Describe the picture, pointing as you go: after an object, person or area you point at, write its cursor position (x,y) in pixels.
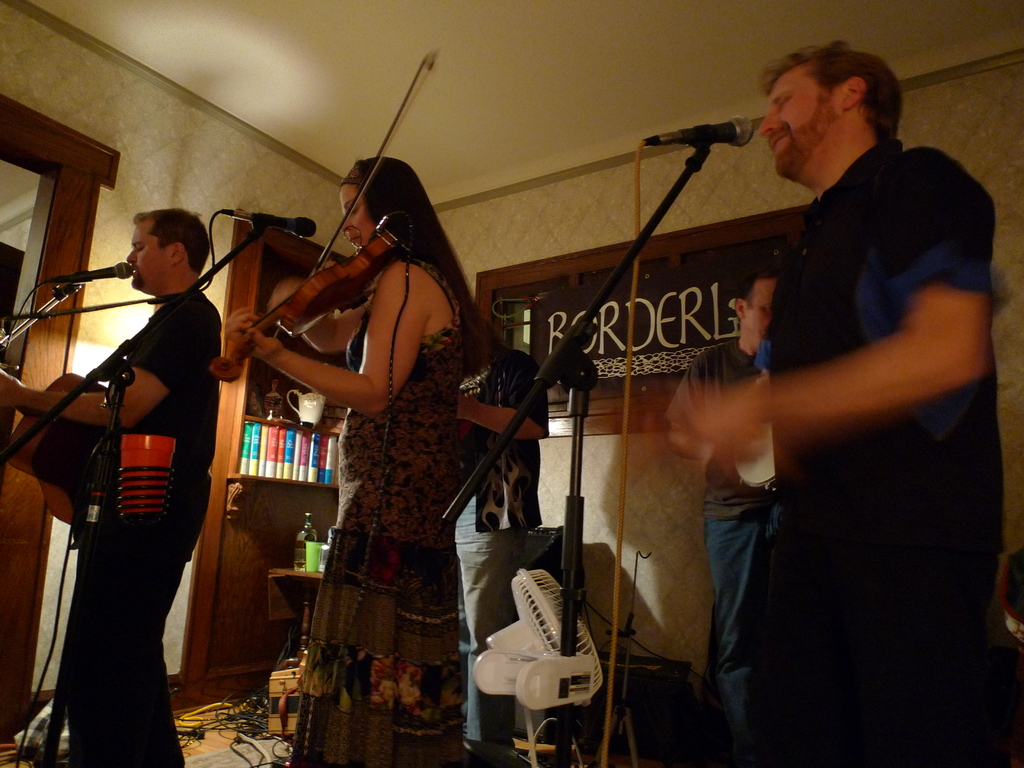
The person (877,301) in the right (877,301) is singing in front of a mic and the woman (379,316) in the middle (387,291) is playing violin (349,270) in front of the mic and the person (152,278) in the left corner (163,271) is playing guitar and singing in front of a mic (60,281) and there are two people (505,360) standing behind them.
